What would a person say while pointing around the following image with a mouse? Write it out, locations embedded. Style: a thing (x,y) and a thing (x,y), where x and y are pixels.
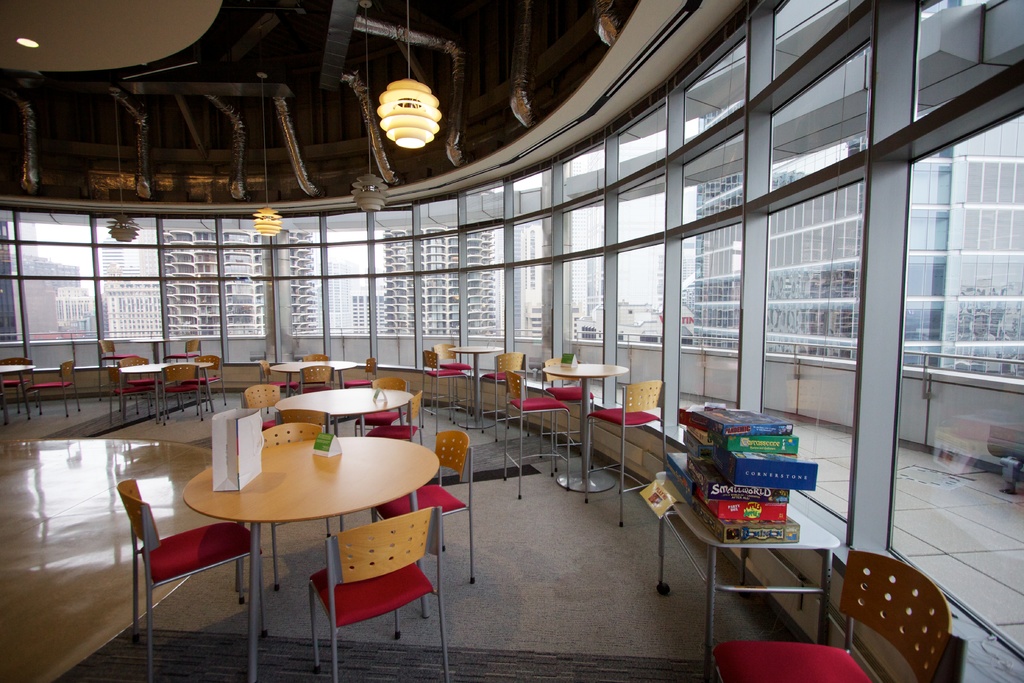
In this image we can see many tables (322,515) and chairs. Here we can see some objects (745,536) are placed on the table (731,587), we can see ceiling lights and glass windows (365,312) through which we can see buildings (425,269) and the sky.
